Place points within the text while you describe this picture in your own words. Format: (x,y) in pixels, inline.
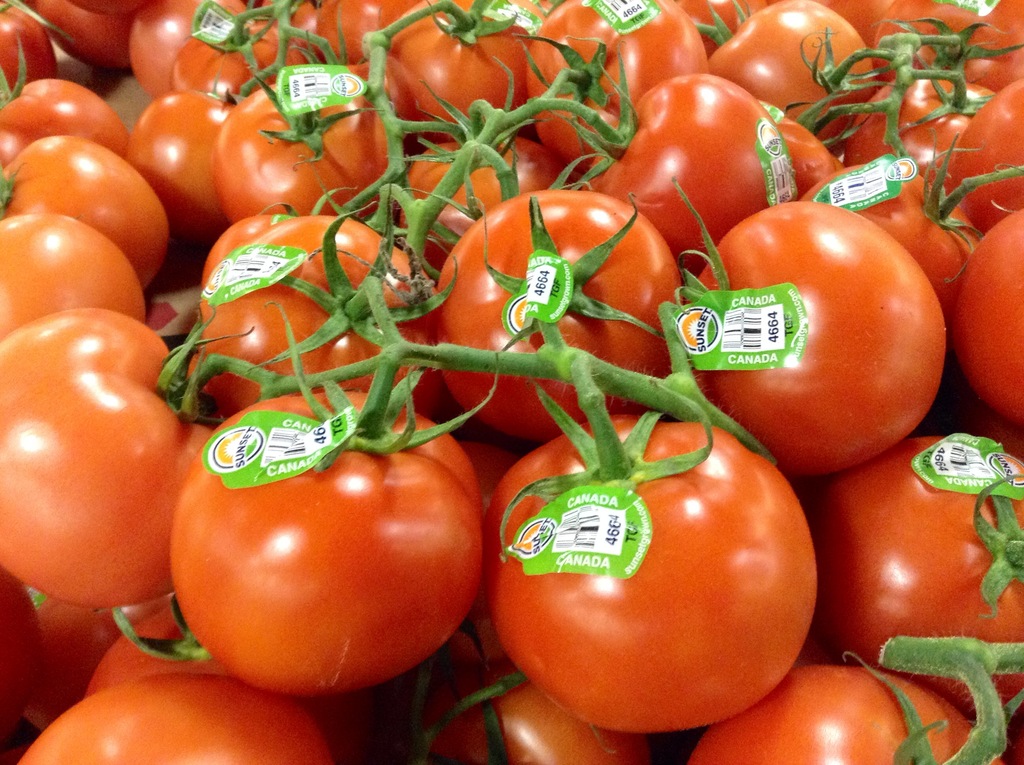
In the image there are a lot of tomatoes (329,166) and there are some stickers (606,549) attached to some tomatoes (707,527).
